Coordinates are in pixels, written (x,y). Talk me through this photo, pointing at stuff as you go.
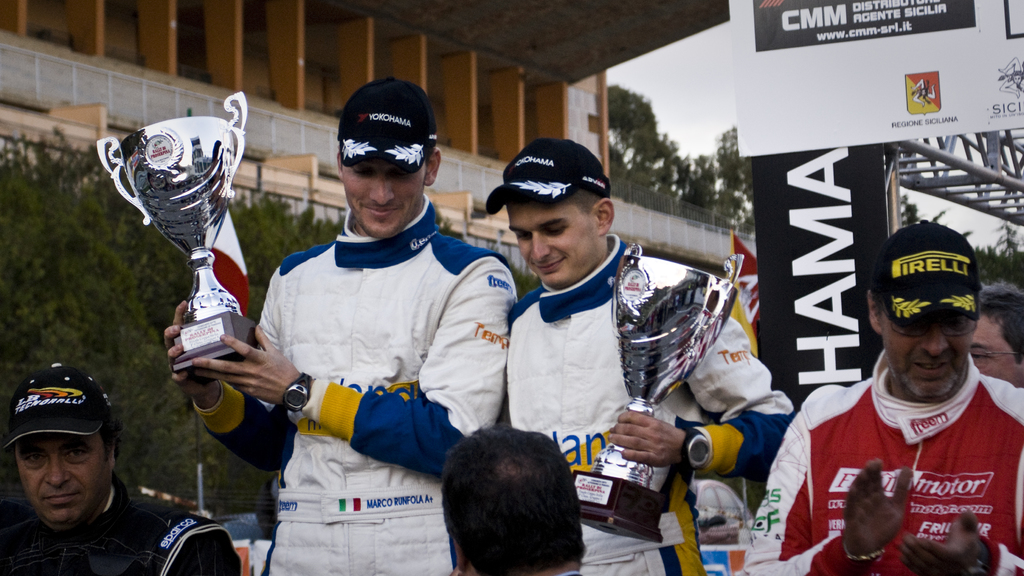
In the center of the image (510,340) there are two persons (523,329) holding a cups (189,256). At the bottom (561,466) we can see persons (517,548). On the right side of the image (875,89) we can see an advertisement (854,130) and persons (875,399). In the background (48,276) there is a building (289,86), trees (109,268) and sky (611,80).
